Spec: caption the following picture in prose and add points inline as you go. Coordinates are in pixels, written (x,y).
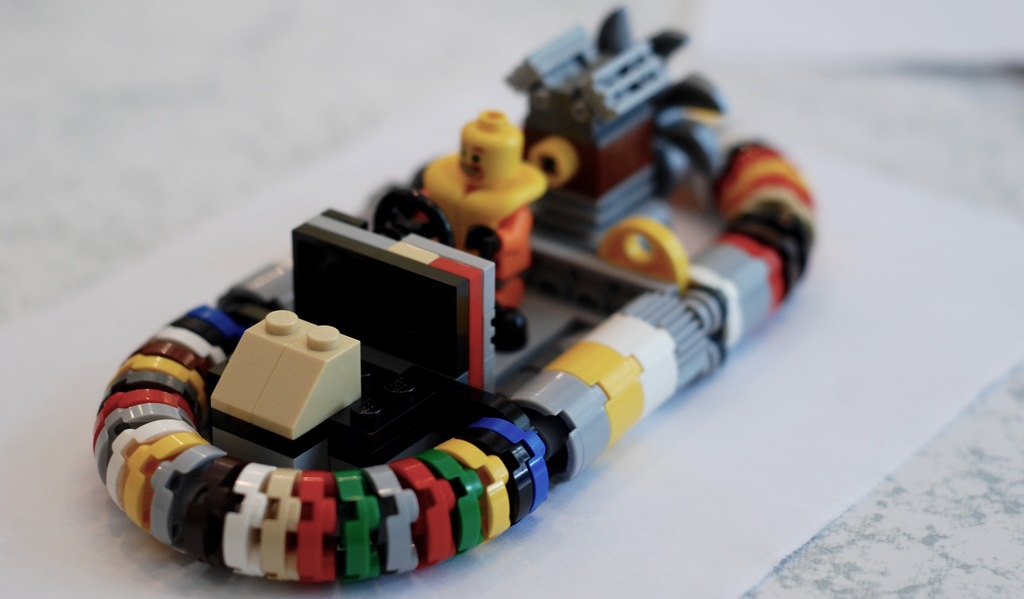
In this picture I can see there is a scale body (598,342) of a boat (463,254) and there is a toy (530,246) here. This is placed on a white surface (814,397).
